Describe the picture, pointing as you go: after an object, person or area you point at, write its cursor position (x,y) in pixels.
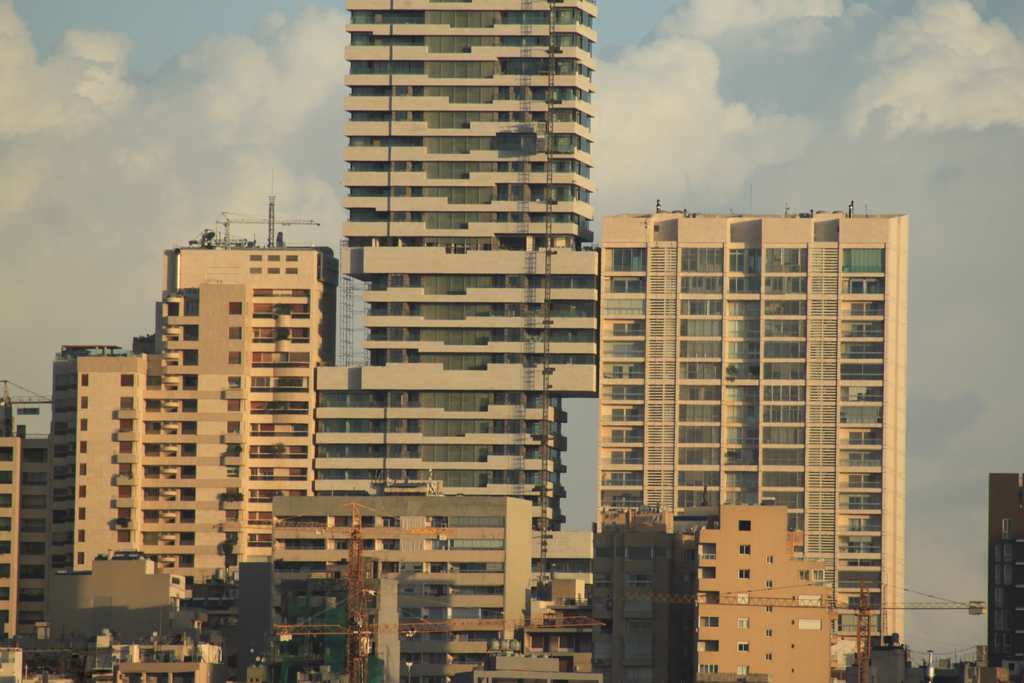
In this picture there are skyscrapers (429,175) in the image and there is sky (116,147).
